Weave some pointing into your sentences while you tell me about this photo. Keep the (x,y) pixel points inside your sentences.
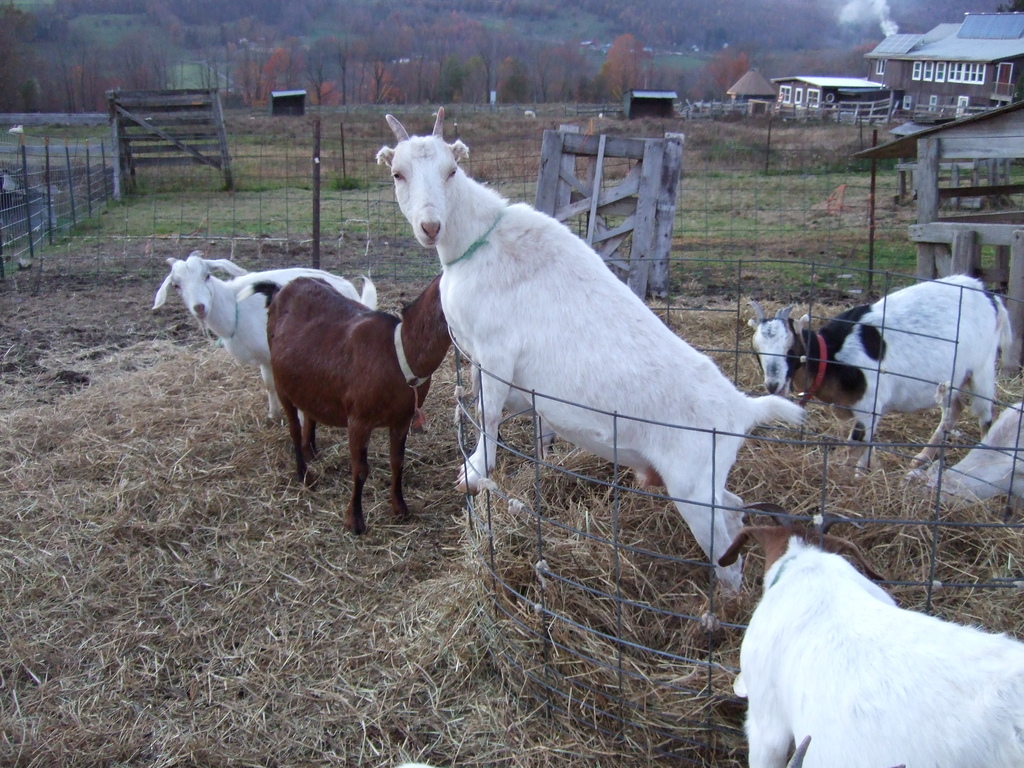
In this image I can see there are few animals (906,299) visible on grass (254,410) and I can see a fence (1012,490) in the middle (615,505) and I can see houses (847,95) and trees (836,63) visible at the top (737,67).
